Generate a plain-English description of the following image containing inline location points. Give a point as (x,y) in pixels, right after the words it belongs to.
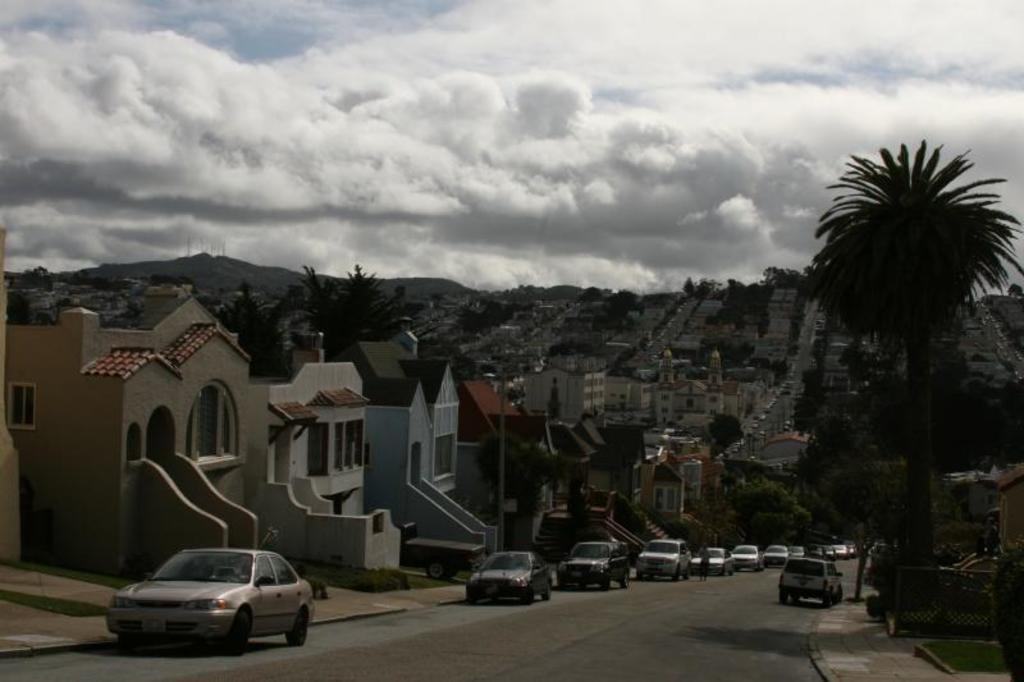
At the bottom of the image (449,607) there is a road (282,635). On the roads (585,594) there are many cars (232,615). On the right side of the image (874,633) there is a footpath (844,626) with fencing (951,603) and some other items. In the image there are many buildings (344,377) with walls (353,414), roofs (476,417) and windows (198,432). And also there are many trees (306,272). In the background (230,273) there is a hill (217,271). At the top of the image (549,160) there is sky (463,182) with clouds (187,116).
